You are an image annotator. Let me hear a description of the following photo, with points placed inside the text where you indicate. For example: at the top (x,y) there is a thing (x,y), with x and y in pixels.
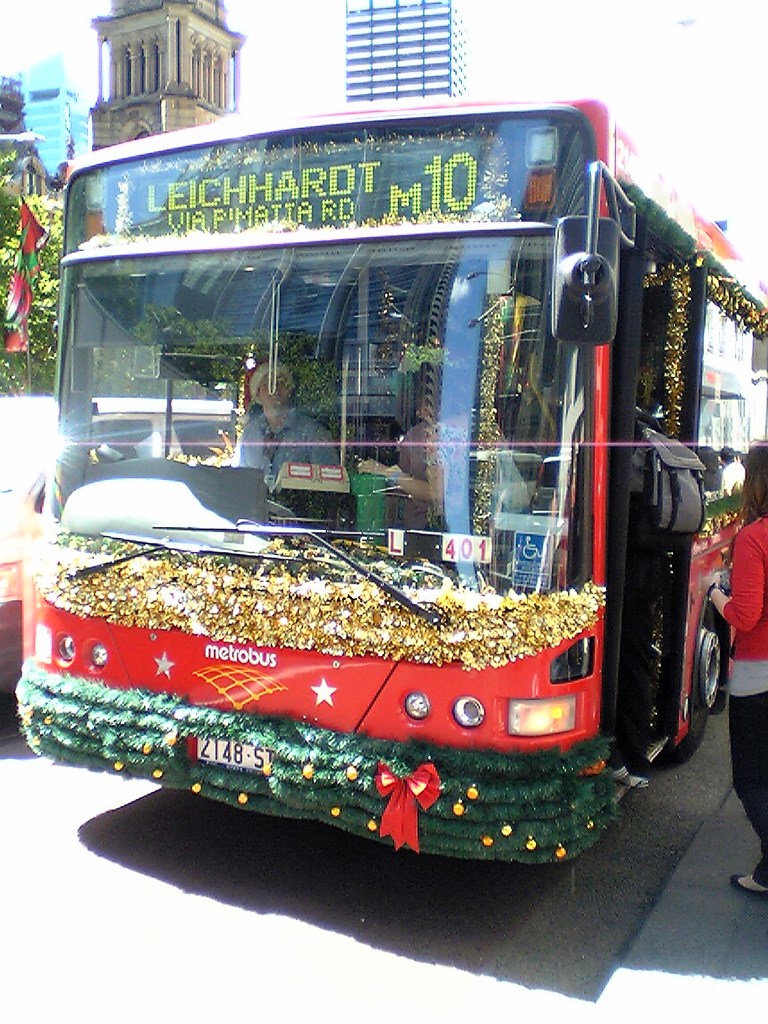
In the center of the image (349,539), we can see a bus (349,539) and some people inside the bus (701,715) and there is a person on the road (303,931). In the background (156,55), there are buildings (107,34) and we can see a flag (26,246) and trees (15,242).
